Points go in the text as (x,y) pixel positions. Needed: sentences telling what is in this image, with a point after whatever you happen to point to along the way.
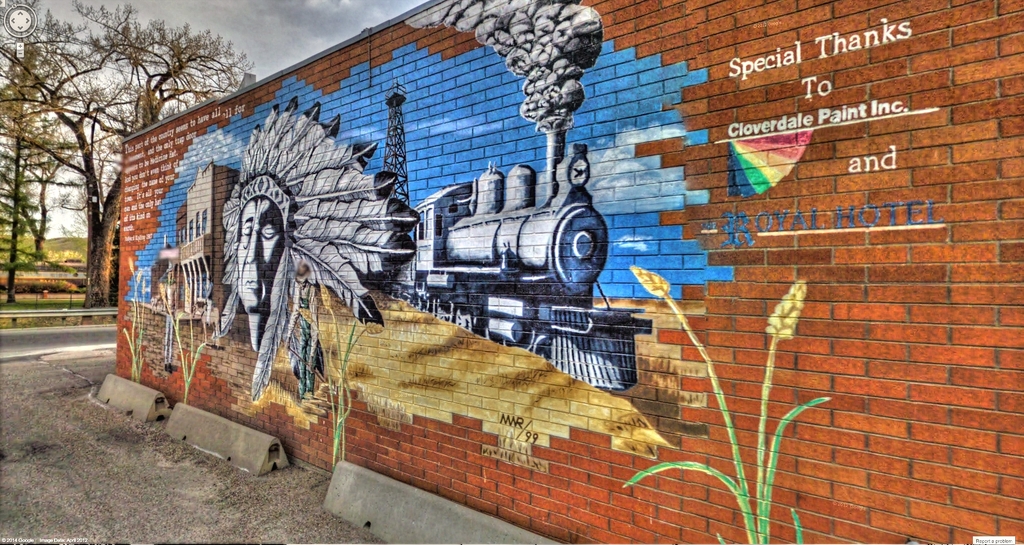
This picture is clicked outside. In the foreground (309,478) we can see the objects (230,445) placed on the ground (157,473). On the right (732,122) there is a brick wall (756,49) on which we can see the pictures (450,105) of a person (261,236), train (534,241), sky (438,88), building (187,218) and a plant (758,482) and we can see the text (849,44) on the wall (675,128). In the background (163,40) there is a sky (349,9), trees (70,184) and grass (62,305).
